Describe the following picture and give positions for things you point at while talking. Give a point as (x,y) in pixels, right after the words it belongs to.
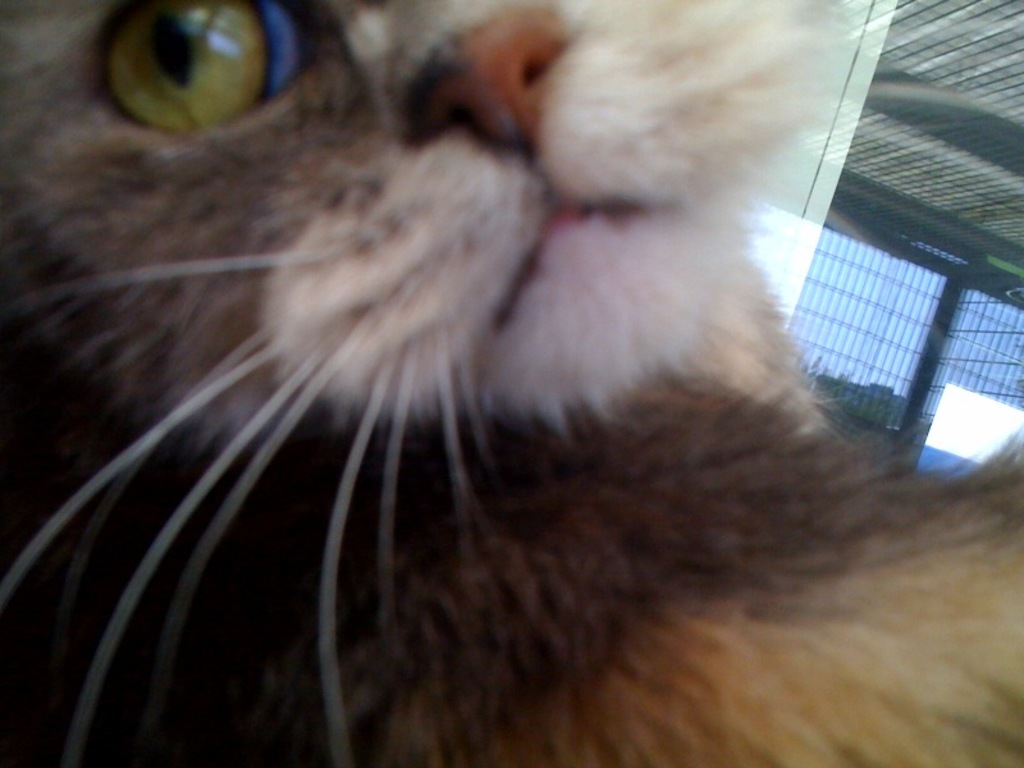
In the center of the image (502,369) a cat (485,346) is present. On the right side of the image (854,175) we can see window (890,319), roof (926,134) and sky (859,333) are present.
